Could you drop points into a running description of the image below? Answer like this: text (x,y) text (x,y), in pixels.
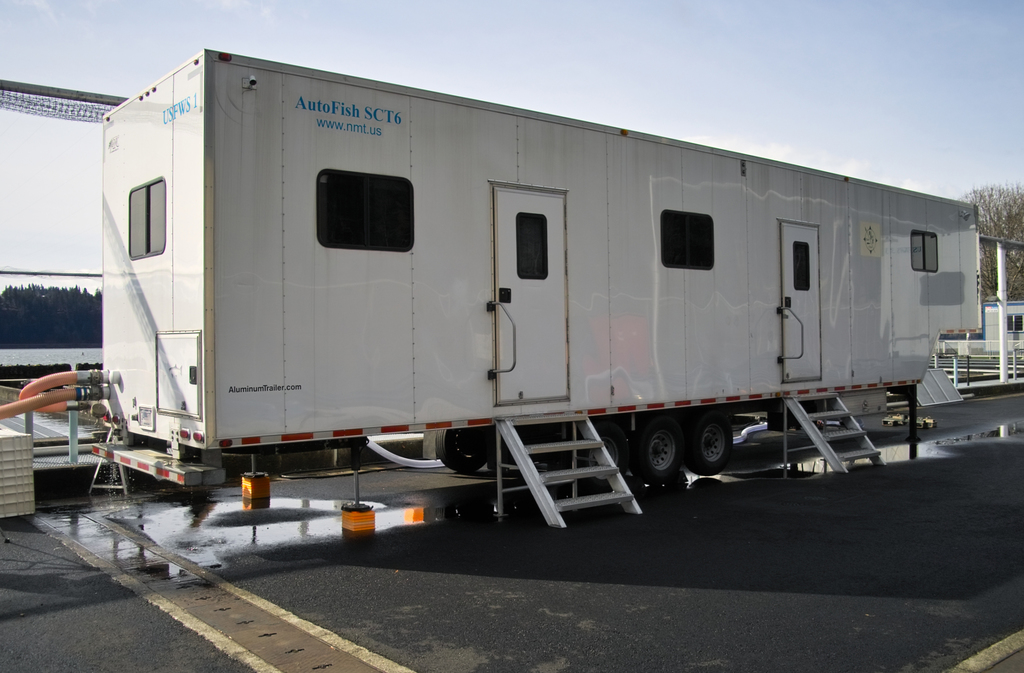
Here we can see a vehicle container (662,318). To this vehicle container (685,302) there are steps (860,436), doors (554,309), windows (377,235) and wheels (677,470). Background (1010,200) we can see the sky (916,130), trees (39,314), pipes (74,375) and rods (993,239). Far there is a shed (995,316).
